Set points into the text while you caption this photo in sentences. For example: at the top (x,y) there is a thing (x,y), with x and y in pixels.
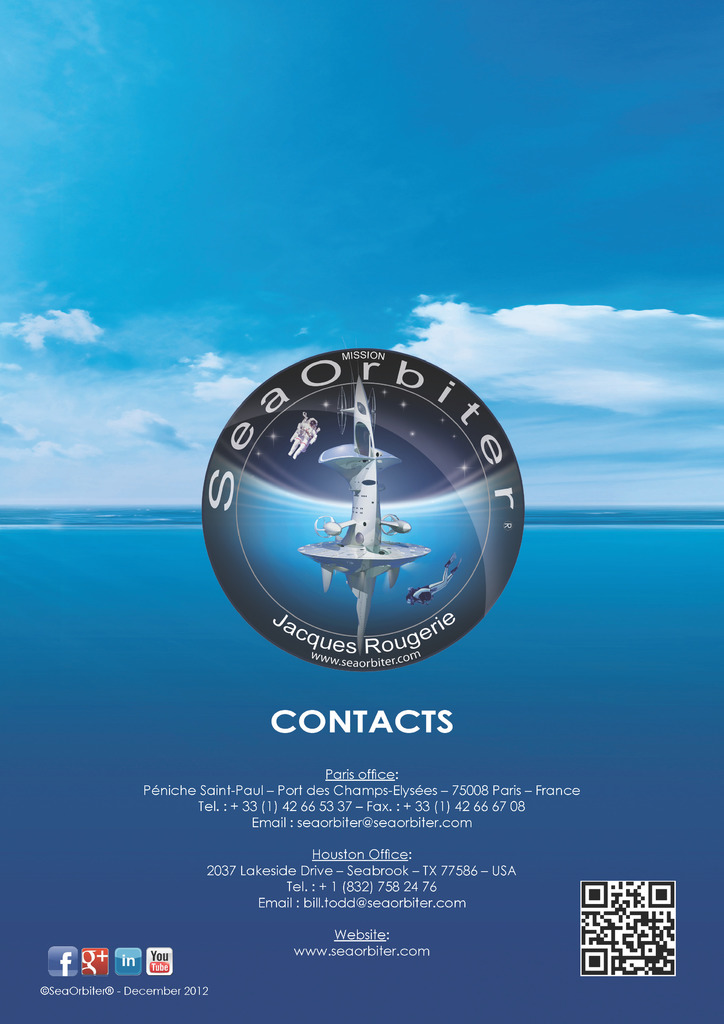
In this image I can see few logos (399,530) in different colors and something is written on it. At the bottom (643,927) I can see the barcode (643,922). Background (122,562) is in blue and white color.
